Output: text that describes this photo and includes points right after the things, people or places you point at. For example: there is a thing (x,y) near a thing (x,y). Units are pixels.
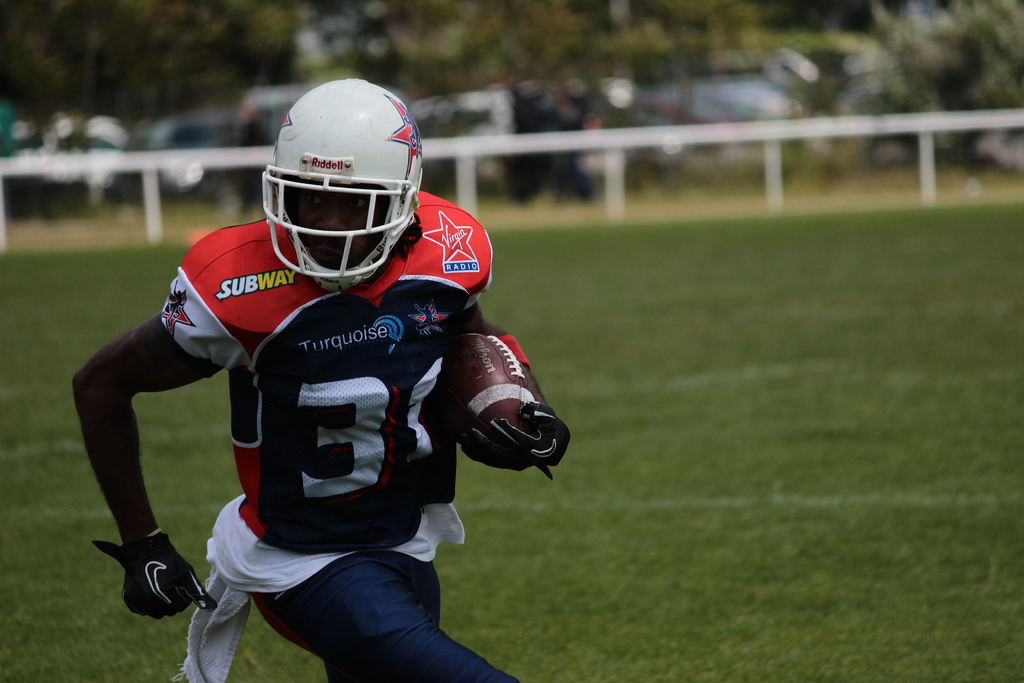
In this image we can see one man (328,496) with helmet (344,264), holding a ball (471,392) and running on the ground (502,639). There is one white napkin (223,628) in the man's pocket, one white object (466,177) with poles (618,160) looks like a fence (893,121) in the background (938,123), some objects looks like vehicles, some objects (62,185) in the background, some trees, grass (658,539) on the ground (647,555) and the background (467,159) is blurred.
